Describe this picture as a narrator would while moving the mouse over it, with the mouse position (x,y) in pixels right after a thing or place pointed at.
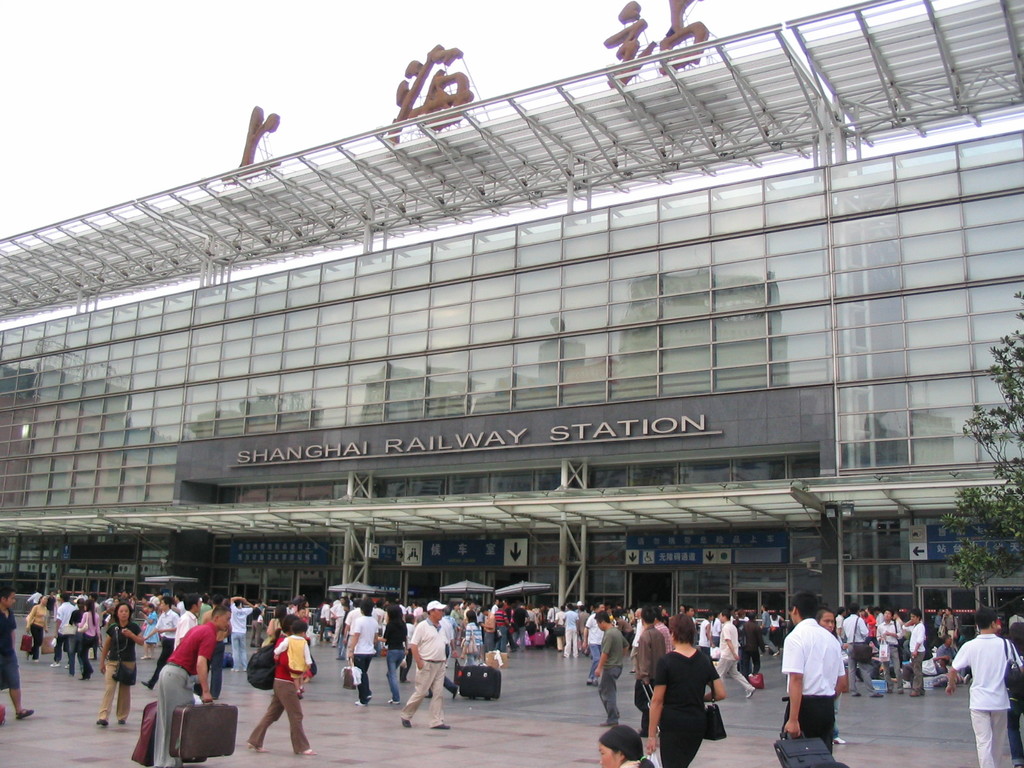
In this image in the center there are group of persons (357,650) standing and walking. In the background (345,366) there is a building (846,411) and there are boards (720,563) with some text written on it. On the right side (1018,464) there is a tree (1003,500).
